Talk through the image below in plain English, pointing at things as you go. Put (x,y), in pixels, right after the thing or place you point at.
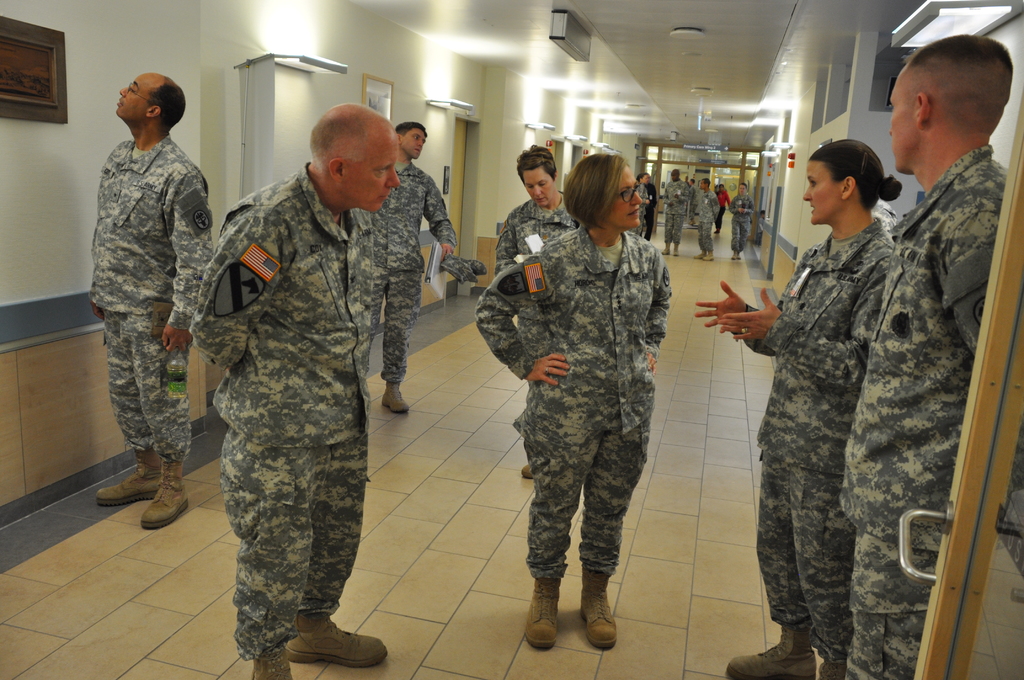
This picture describes about group of people (552,423), few (567,473) are standing and few (715,209) are walking, and we can see few frames (48,65) on the wall (151,35), in the background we can find few lights (279,57).
